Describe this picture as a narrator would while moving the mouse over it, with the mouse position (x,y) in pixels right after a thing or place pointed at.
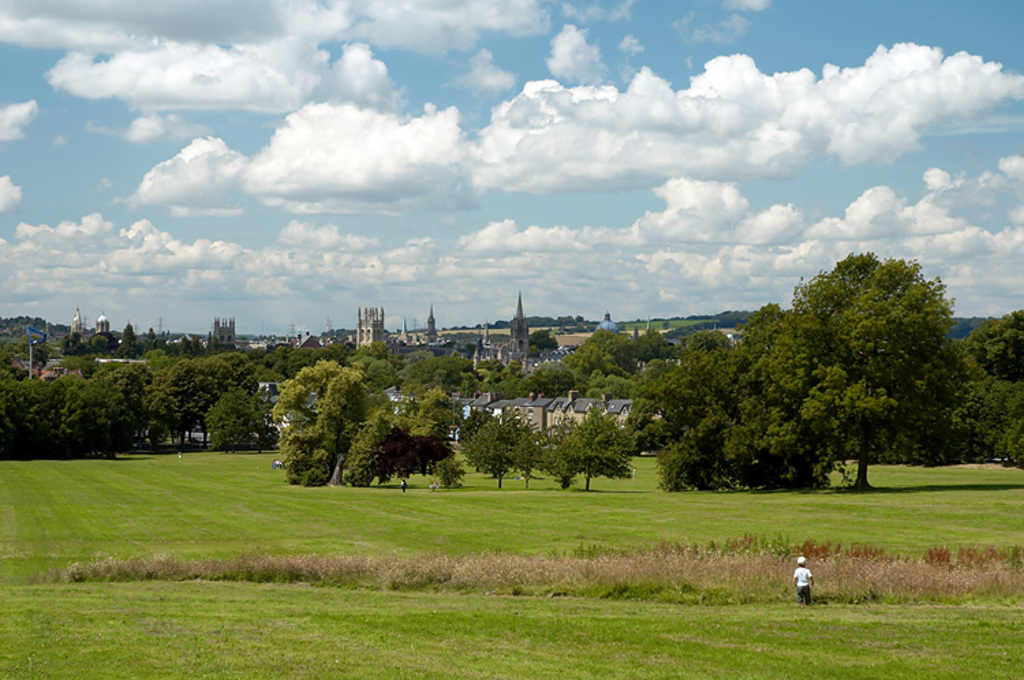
At the bottom of the image (300,500) on the ground (838,553) there is grass (859,606) and also there is a small kid (804,584). And in the image there are many trees (303,361). In between the trees (489,373) there are buildings (480,358). At the top of the image (752,74) there is sky (809,77) with clouds (651,99).
